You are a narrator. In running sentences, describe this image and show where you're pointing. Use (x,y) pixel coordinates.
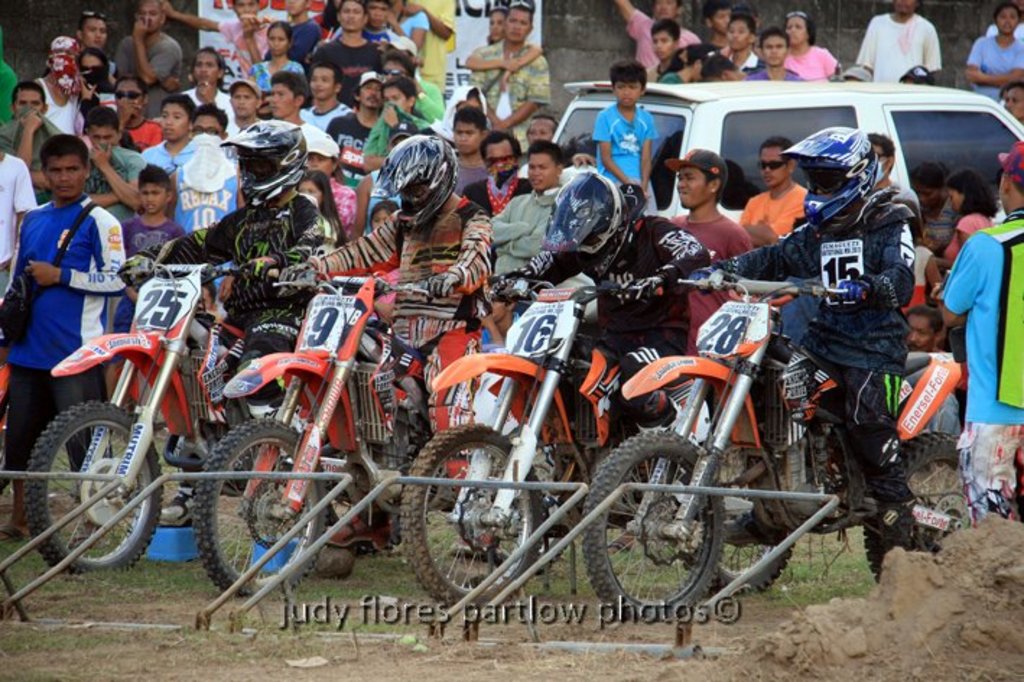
In this picture I can see few people (440,88) are standing and watching and I can see a car (826,112) parked on the side and few motorcycles (376,430) and few of them are seated and they wore helmets (583,178) and I can see a watermark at the bottom of the picture (703,611) and the picture looks like a motorcycle racing.
